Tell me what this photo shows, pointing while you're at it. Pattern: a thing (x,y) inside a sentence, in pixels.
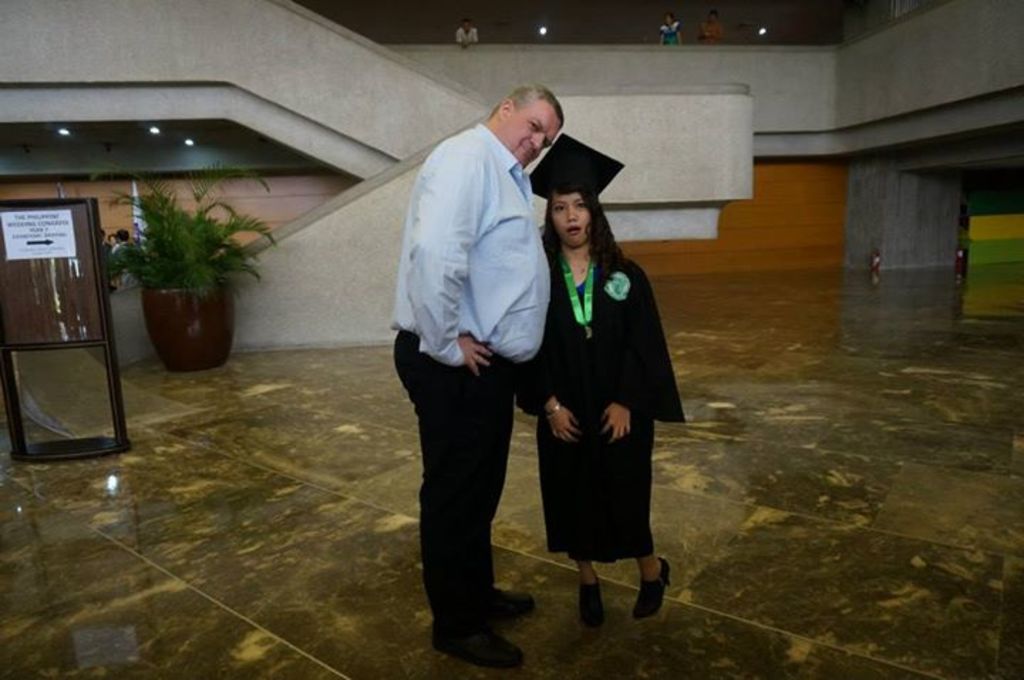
In this image there are two persons (460,303) standing, and in the background (127,247) there is a board (91,291) with a paper (55,251) stick to it, plant (199,192), group of people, lights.
